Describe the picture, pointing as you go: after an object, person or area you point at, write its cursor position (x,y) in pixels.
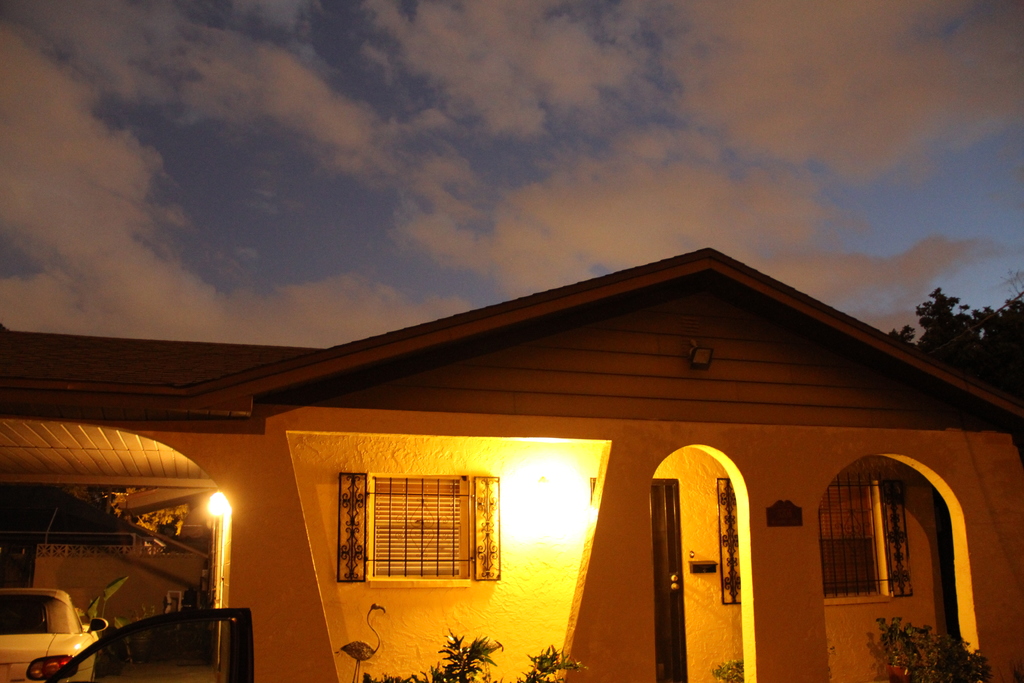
In the center of the image (649,309) there is a house (414,459). There is a car (13,600). At the top of the image (368,82) there is sky (567,166) and clouds (905,301). There are trees (1005,364).
